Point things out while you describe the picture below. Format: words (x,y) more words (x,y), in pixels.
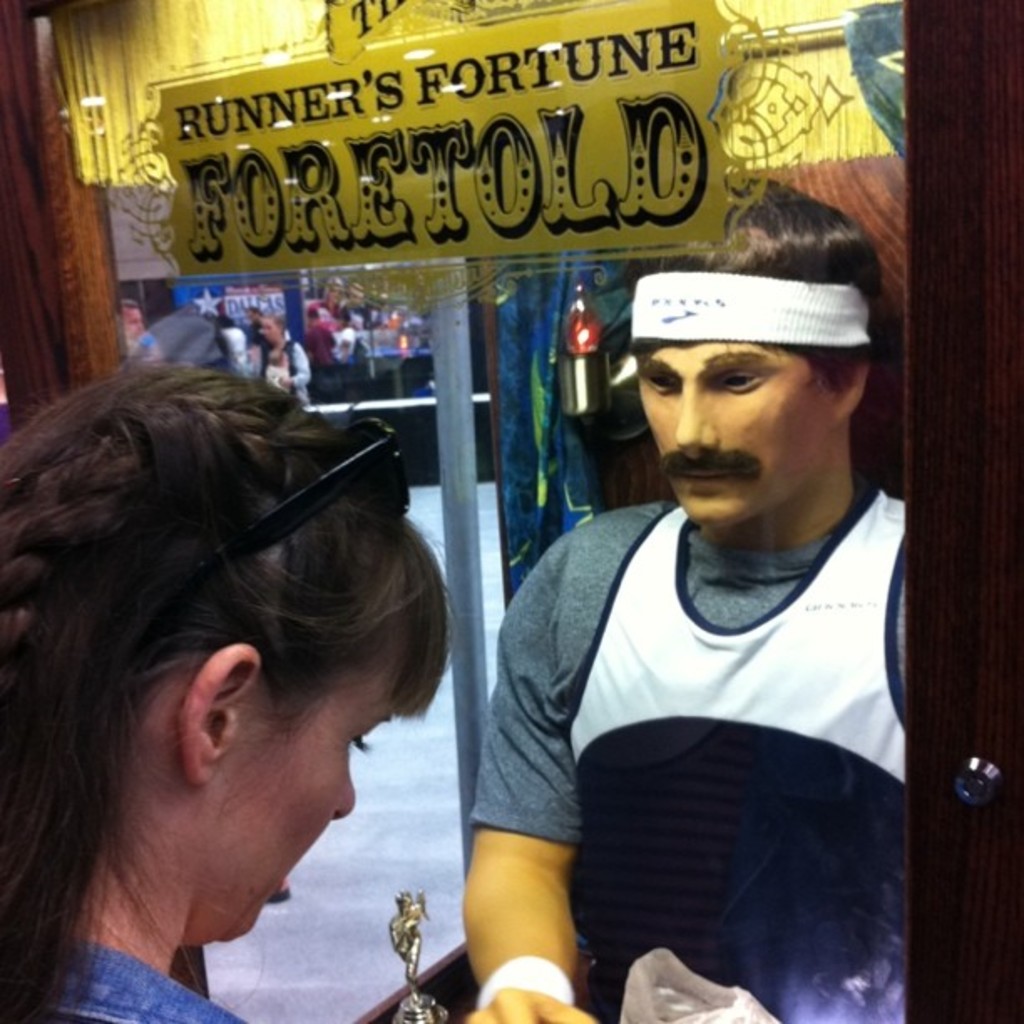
To the left side of the image (138,664) there is a woman (223,737). To the right side of the image (697,277) there is a depiction (825,958) of a person (730,368). In the background of the image (135,341) there are people (346,351). There is some text (386,6) on the glass (329,58) at the top of the image (294,117).
